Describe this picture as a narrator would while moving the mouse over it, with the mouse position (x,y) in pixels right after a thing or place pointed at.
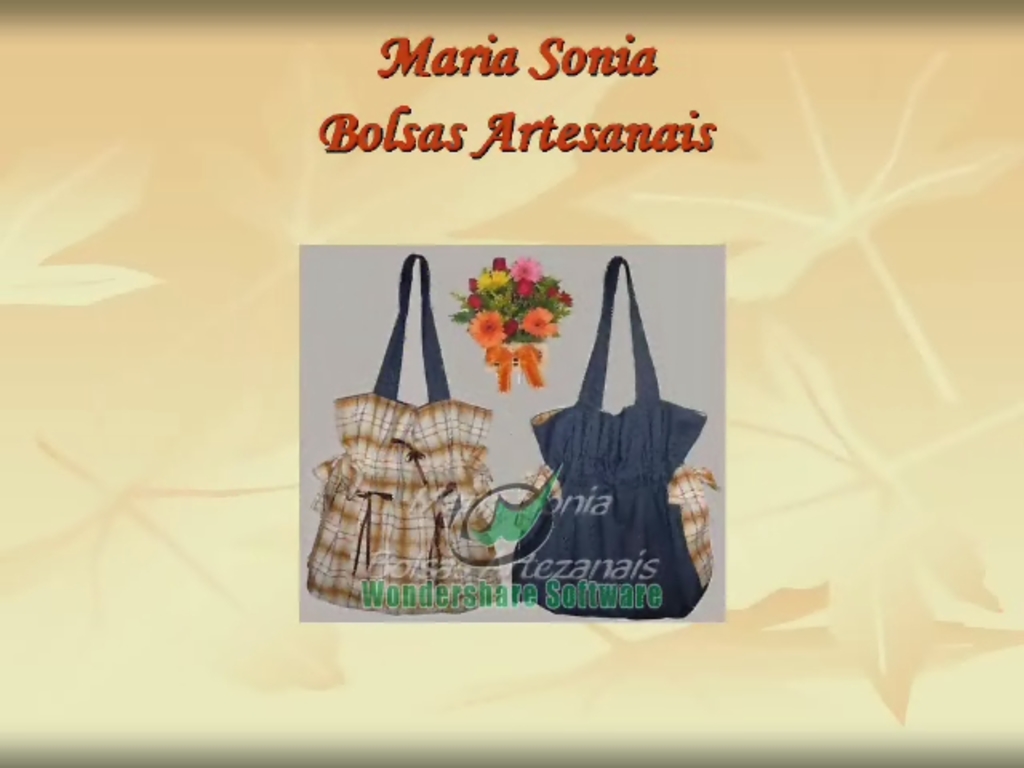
In this image we can see poster (469,201) with text (536,131). Also we can see image (504,419) with bags (456,466), flower bouquet (506,344) and text (527,510).
